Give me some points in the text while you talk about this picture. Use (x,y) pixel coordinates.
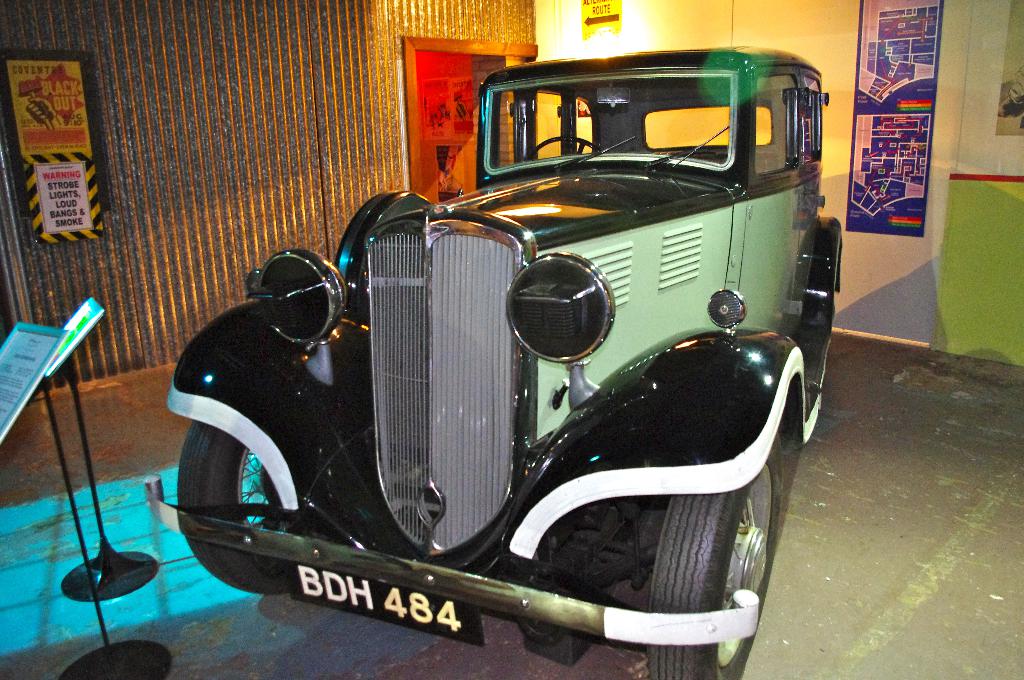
In the center of the picture (432,286) there is a car (505,199). On the left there are posters (57,155). On the right (911,137) there is a map (915,88). In the background (601,45) there is a door (430,140), light (642,31) and wall (271,51).
